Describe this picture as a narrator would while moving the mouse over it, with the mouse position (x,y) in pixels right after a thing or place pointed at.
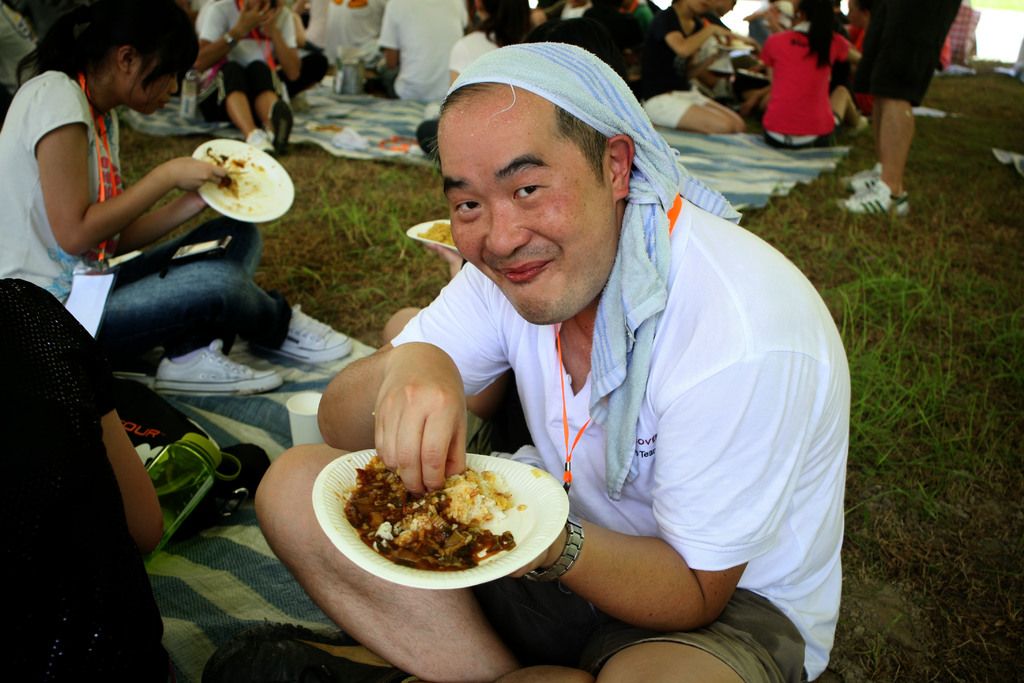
There are two persons (684,250) wearing white dress (702,479) is sitting and holding a white color plate (245,188) which has few eatables (397,522) placed on it and there are few other persons (538,30) sitting behind them and the ground (913,534) is greenery (899,377).
